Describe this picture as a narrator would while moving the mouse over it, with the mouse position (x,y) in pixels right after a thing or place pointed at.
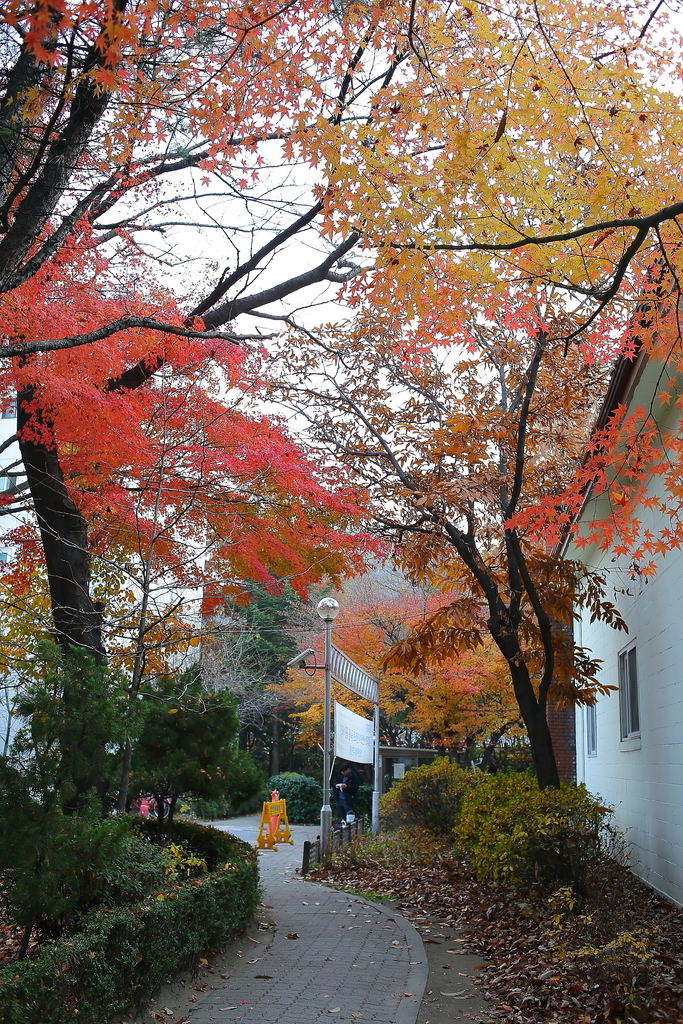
In this image there is a path (284,984) in the middle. On the right side (619,727) there is a house (597,650). On the left side (70,596) there are trees (145,412) with orange colour leaves (110,345). In the middle (326,662) there is a pole (330,695). On the ground (429,893) there are dry leaves (516,957) and small plants (496,792). At the top (290,251) there is the sky (282,271).
